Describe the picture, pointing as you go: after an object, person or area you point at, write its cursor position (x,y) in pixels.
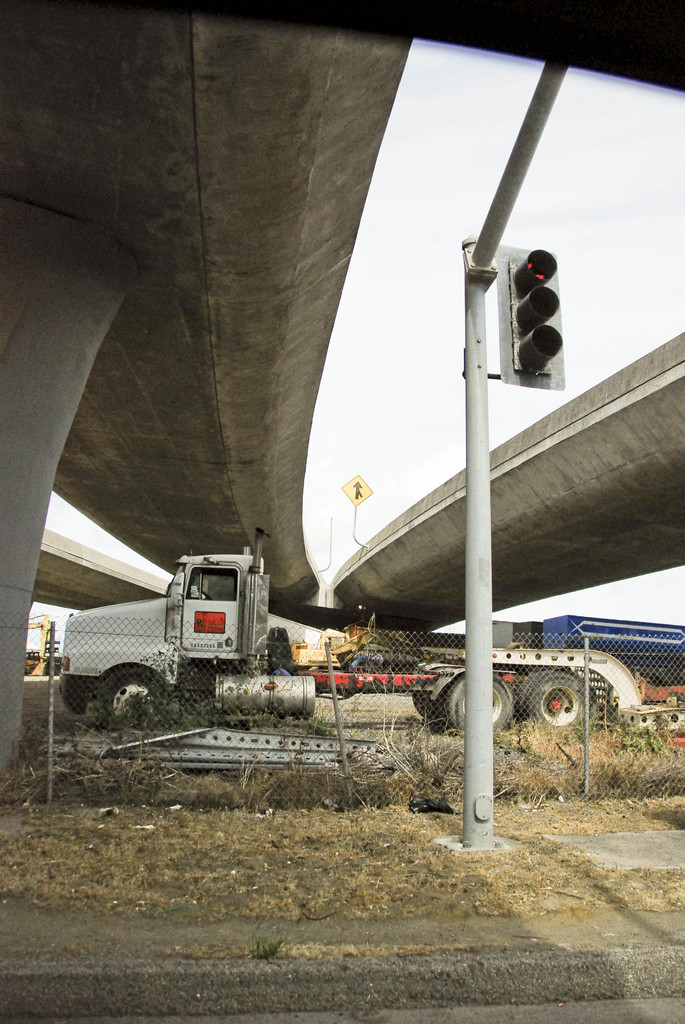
There is a vehicle (319,683) and this is board (357,480). Here we can see a fence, bridge (243,445), poles (480,507), and a traffic signal (546,388). In the background (538,414) there is sky (403,403).
